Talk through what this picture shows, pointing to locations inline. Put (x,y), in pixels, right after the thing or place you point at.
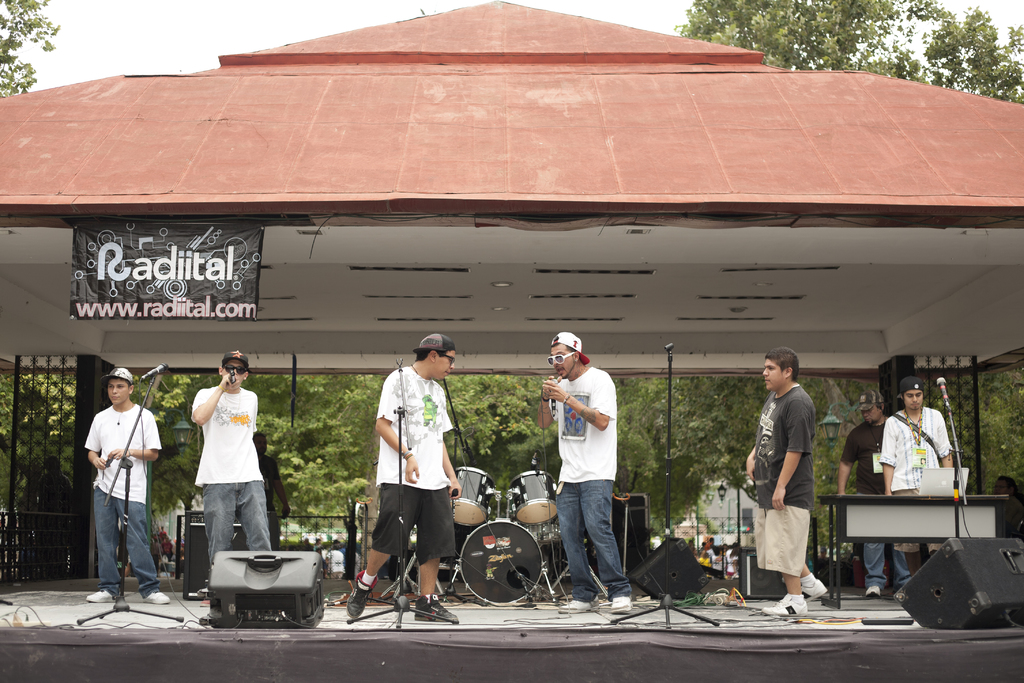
In this image we can see a group of people (897,435) standing on the ground (853,604). One person (584,415) is holding a microphone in his hand (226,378). One person (229,390) is wearing goggles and a cap (439,341). In the foreground (310,572) we can see some microphones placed on stands (348,621), speakers (278,582). In the background (923,488), we can see a laptop (931,471) on a table (897,508), a group of musical instruments (533,552), shed (359,234) with banner (241,270) some text (203,279) on it, fence (58,444), a group of trees (62,426) and the sky (245,31).
